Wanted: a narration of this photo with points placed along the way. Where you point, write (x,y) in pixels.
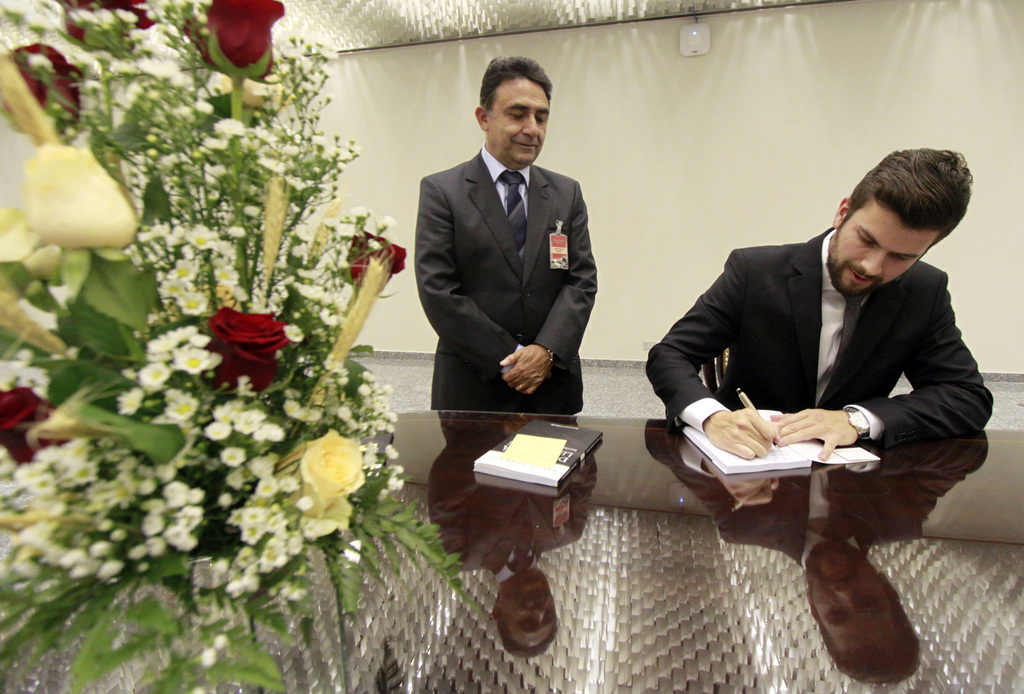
On the right side of the image (846,374) we can see this man (847,383) is sitting on the chair (710,379) and holding a pen (751,412) and writing on the book (769,412). This man (576,303) wearing blazer (487,257) is standing beside him. There is a flower bouquet (172,313) placed on the table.
